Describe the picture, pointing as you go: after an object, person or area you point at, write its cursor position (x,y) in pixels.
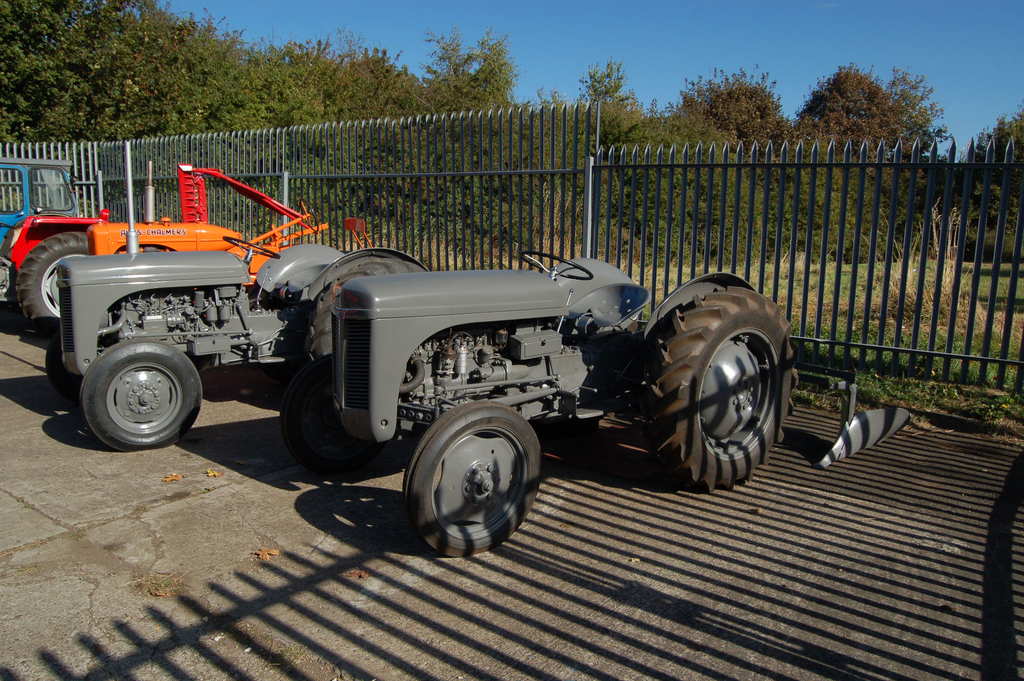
In this image in the foreground (312,311) there are tractors (192,288). Here there is boundary (798,199). in the background (309,105) there are trees (399,94). This is the sky (707,67).
